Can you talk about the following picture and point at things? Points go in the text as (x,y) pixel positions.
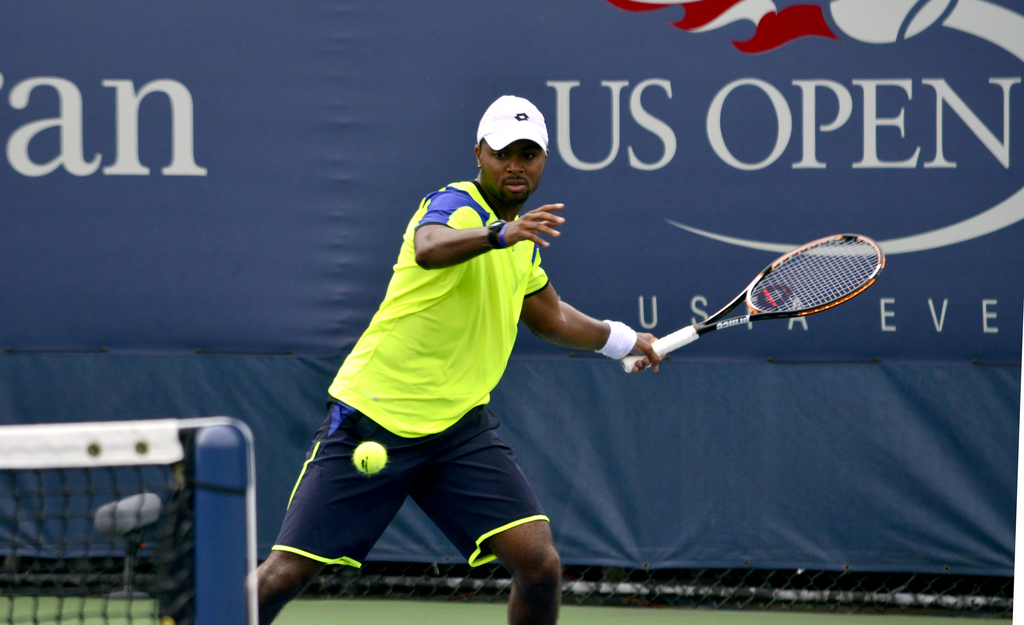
I could see a person (523,152) in the court (665,622) holding a tennis bat (769,304) in his hand (647,356) has a white color cap (511,132) and yellow color t shirt (402,373) and black color short (337,484) and he going to hit a ball (372,454) which is in front of him in the background (267,196) there is a banner (765,127) and the court (697,619) is green in color.
